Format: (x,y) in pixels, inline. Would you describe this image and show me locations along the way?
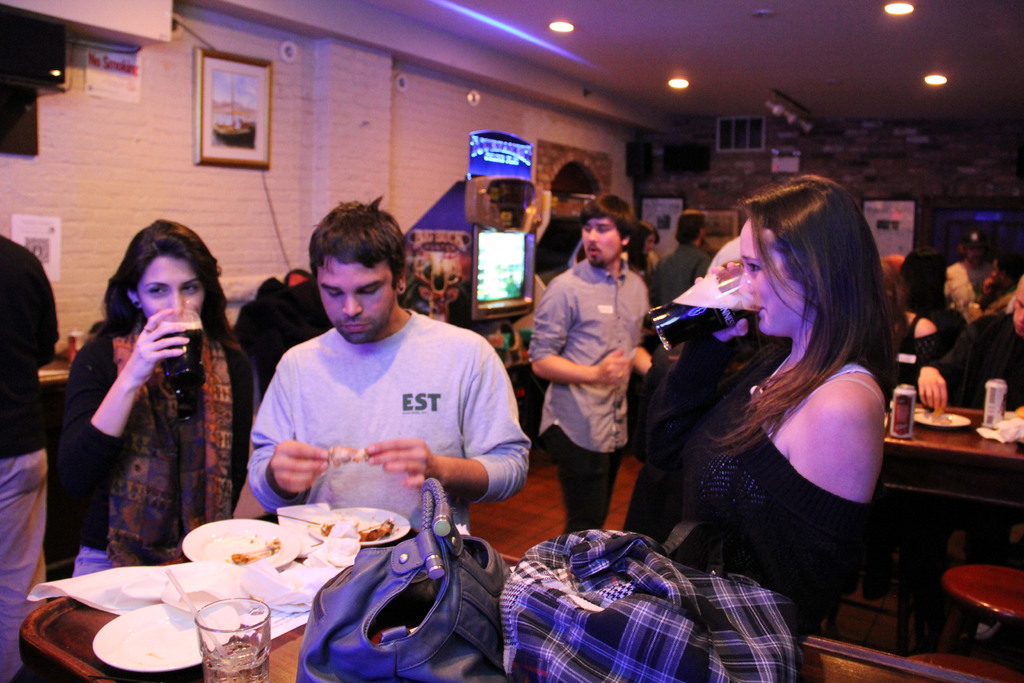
Few persons (380,352) are standing and few persons (967,384) are sitting on a chair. A pictures (260,118) on wall (197,199). These two persons (793,249) are drinking. On this table (336,520) there are plates (192,645), glass (229,635) and bag (474,574). On top there are lights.
